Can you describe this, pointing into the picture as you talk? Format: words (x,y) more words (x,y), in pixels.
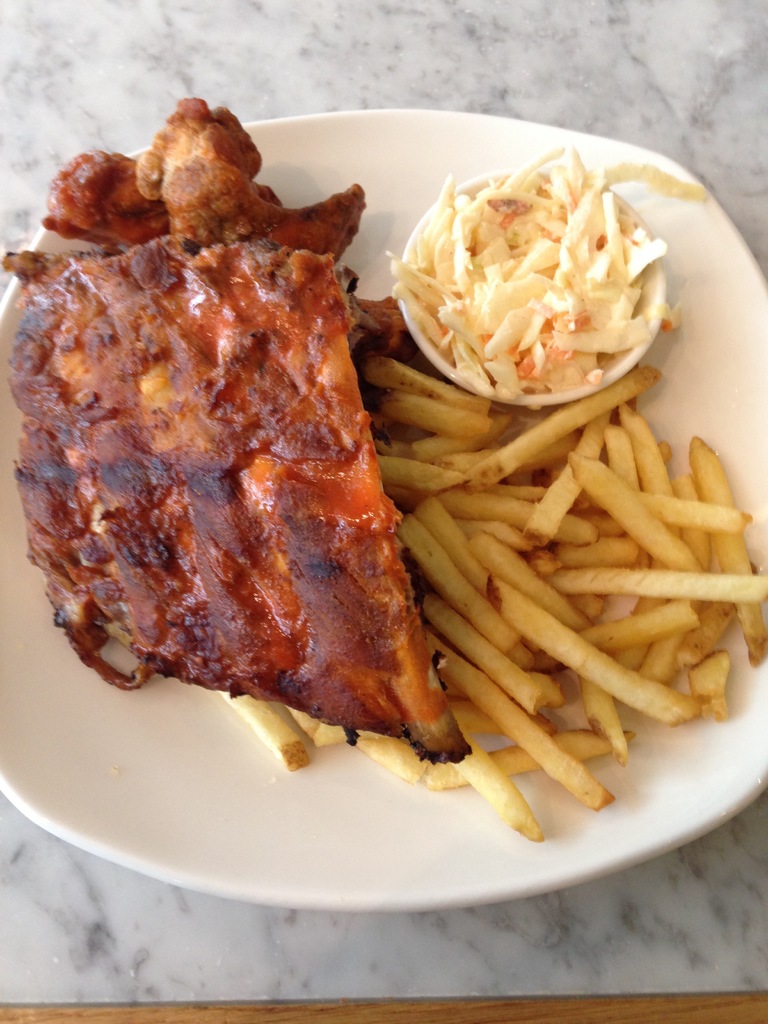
There is a plate (749,331) in the center of the image (342,579), which contains food items (322,393) in it.
